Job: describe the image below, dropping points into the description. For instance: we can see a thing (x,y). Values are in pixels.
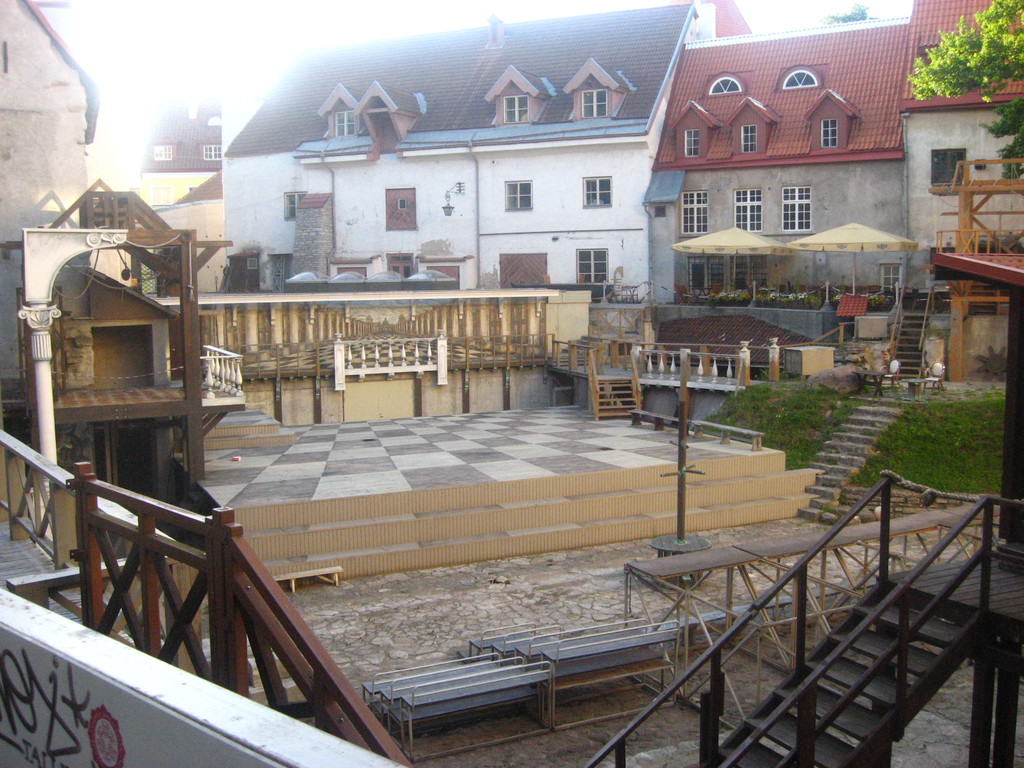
In this image we can see few houses (719,184) and building (736,205), in the middle (471,431) there is a stage (518,449), we can find a stair case (863,656) and some benches (821,568), and there are two umbrellas (790,246), there is a tree (995,82) and we can see some chairs (939,376).
